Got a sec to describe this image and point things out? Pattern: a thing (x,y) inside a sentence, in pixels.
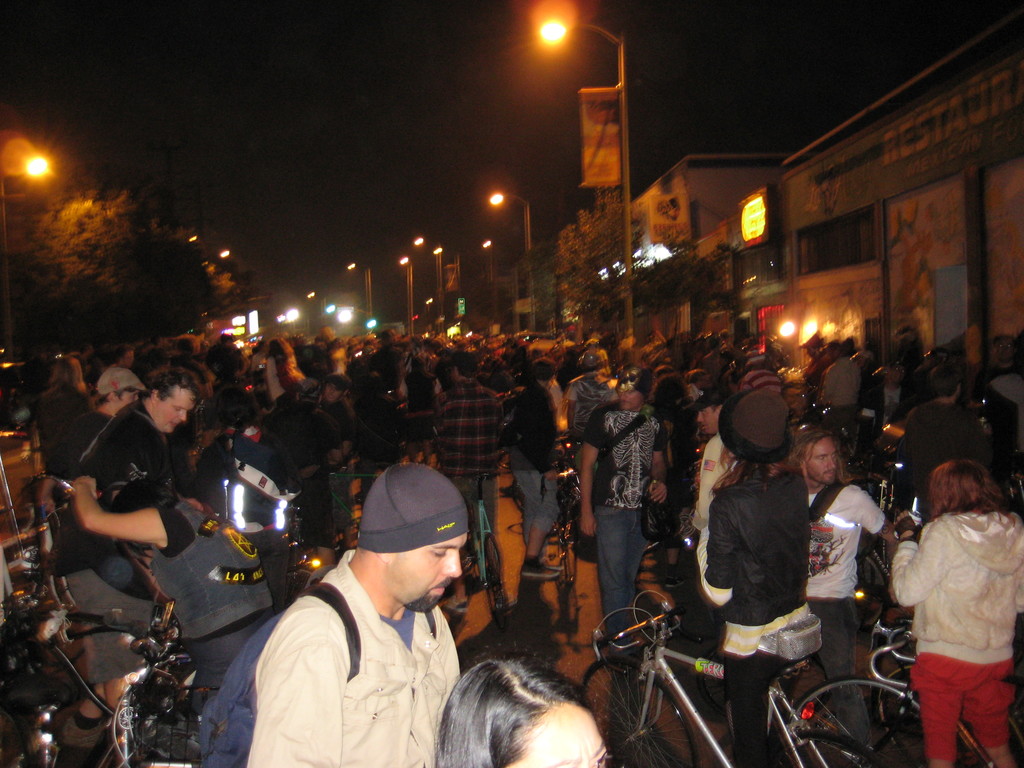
This image is taken outdoors. At the top of the image (312,122) there is the sky (651,126). In the middle of the image (460,474) many people (454,540) are standing on the road (595,602) and holding bicycles (177,675) and a few (780,601) are sitting on the bicycles (648,624). On the left side of the image (111,282) there are a few trees (148,279) and poles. On the right side of the image (859,284) there is a building (839,278) with walls (921,251) and there are a few poles (412,289) with street lights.
